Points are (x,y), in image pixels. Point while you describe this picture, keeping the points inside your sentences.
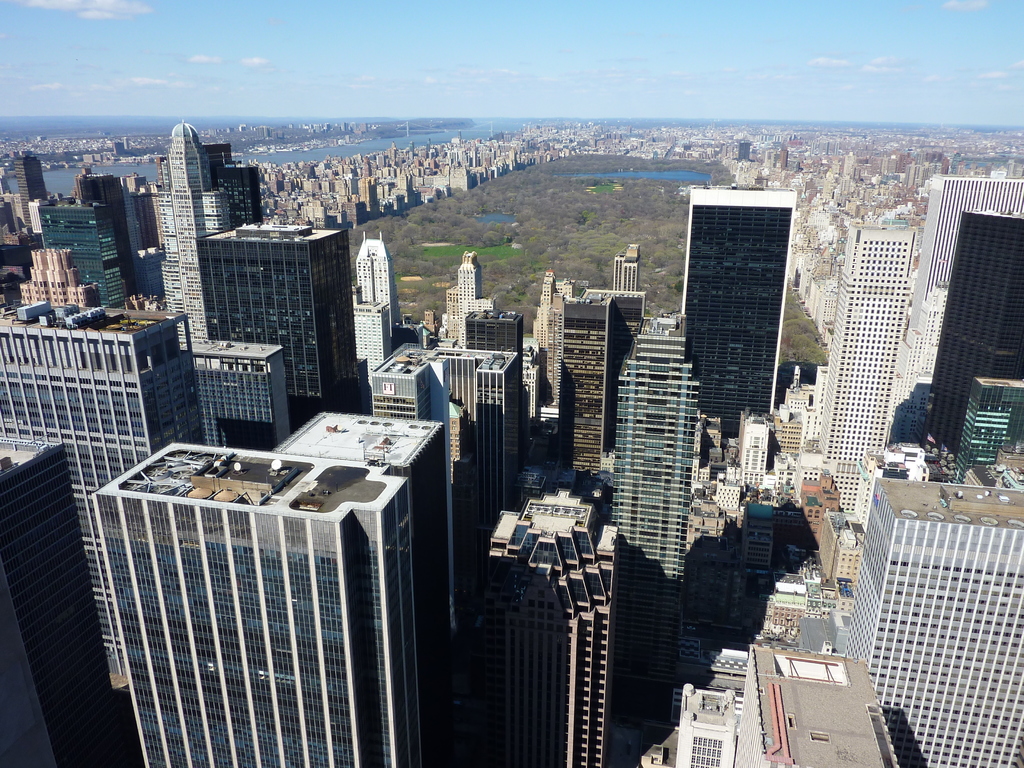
In this picture I can see a number of buildings (523,505) and tower buildings (586,378). I can see the water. I can see trees (549,192). I can see clouds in the sky (593,69).
